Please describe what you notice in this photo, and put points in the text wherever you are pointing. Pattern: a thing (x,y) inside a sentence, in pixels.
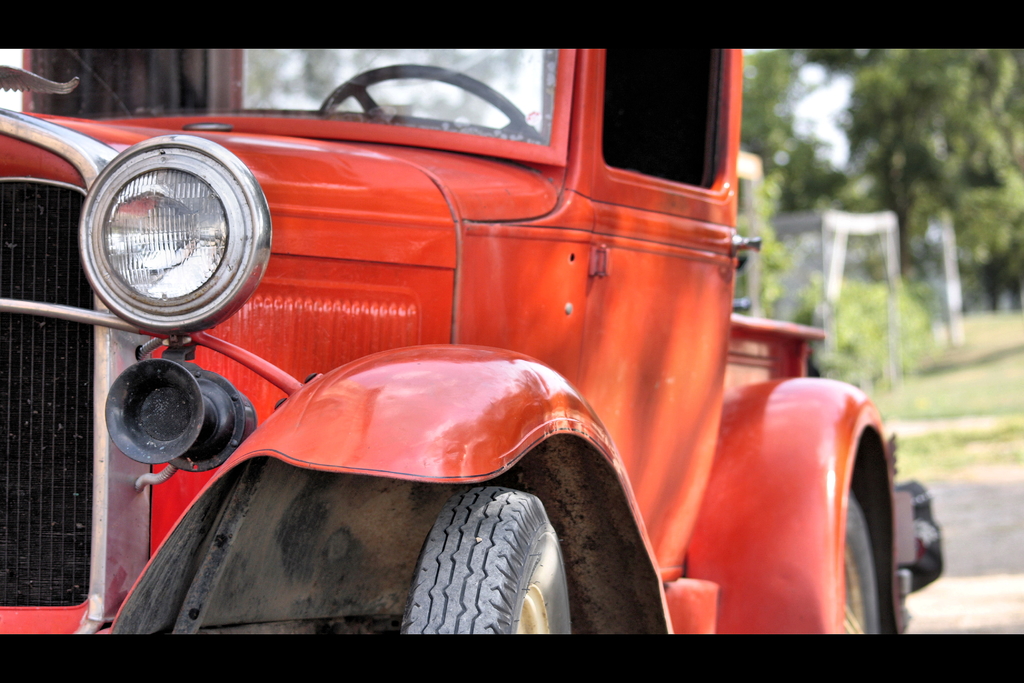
In the image we can see there is a vehicle (637,416) parked on the road (988,603) and behind there are trees (841,199). The image is little blurry at the back (889,318).
